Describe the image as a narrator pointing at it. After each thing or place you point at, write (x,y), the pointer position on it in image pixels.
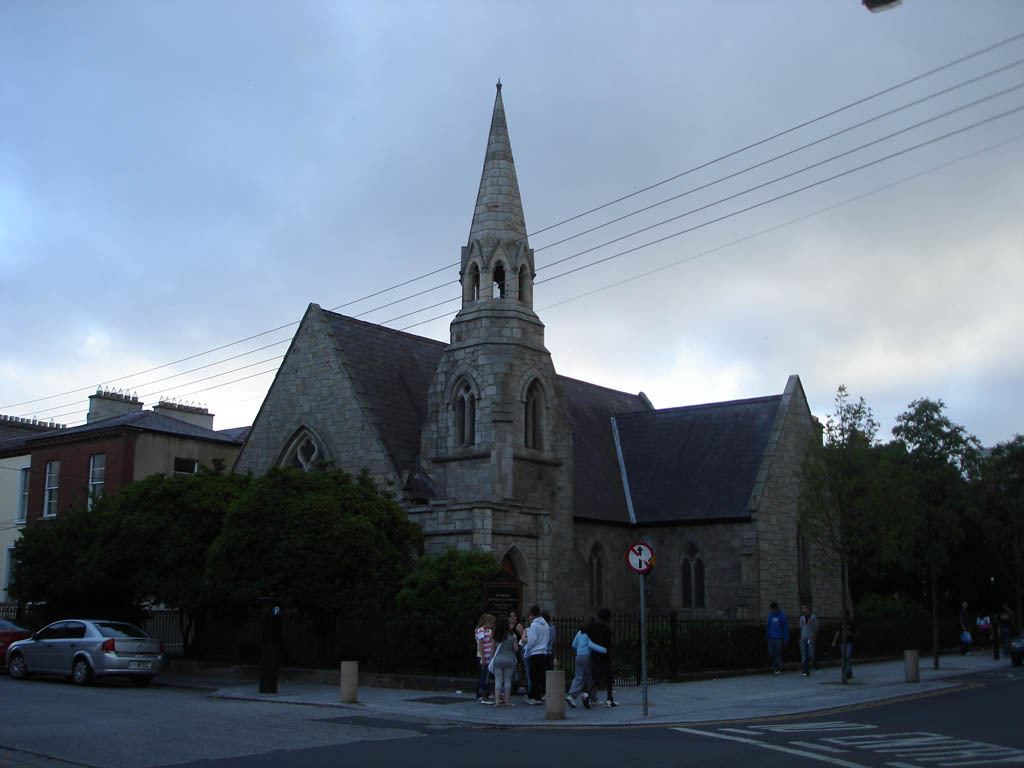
In this image we can see few houses (434,479) and vehicles (75,641). There are few electrical cables (772,181) in the image. There is a cloudy sky (338,183) in the image. There are many people (509,652) in the image. We can see a few people (583,648) are walking on the footpath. There is a pole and a sign board (641,559) in the image. There is a road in the image.
